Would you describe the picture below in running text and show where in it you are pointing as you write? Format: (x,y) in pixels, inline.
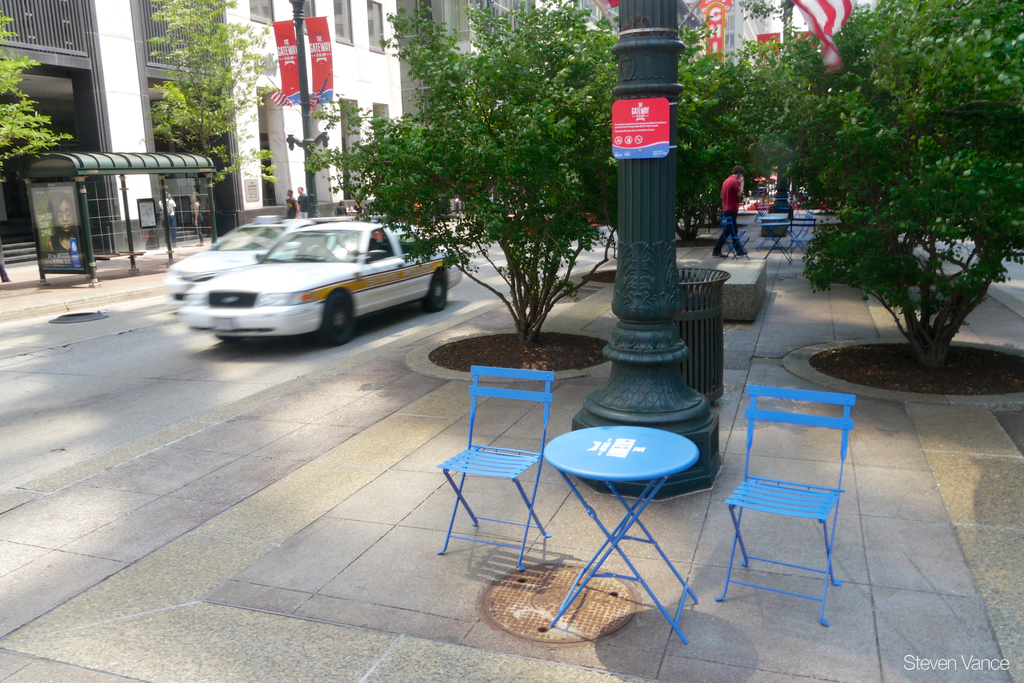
In this picture, In the middle (513,450) there are some chairs (842,463) which are in blue color, There is a table (599,469) which is in blue color behind that table (616,456) there is a black color pole (644,326), There are some green color plants (902,201), In the left side (303,315) there are some cars (288,296) which are in white color, There are some green color trees (168,87), There is a building (116,97) which is black color.
